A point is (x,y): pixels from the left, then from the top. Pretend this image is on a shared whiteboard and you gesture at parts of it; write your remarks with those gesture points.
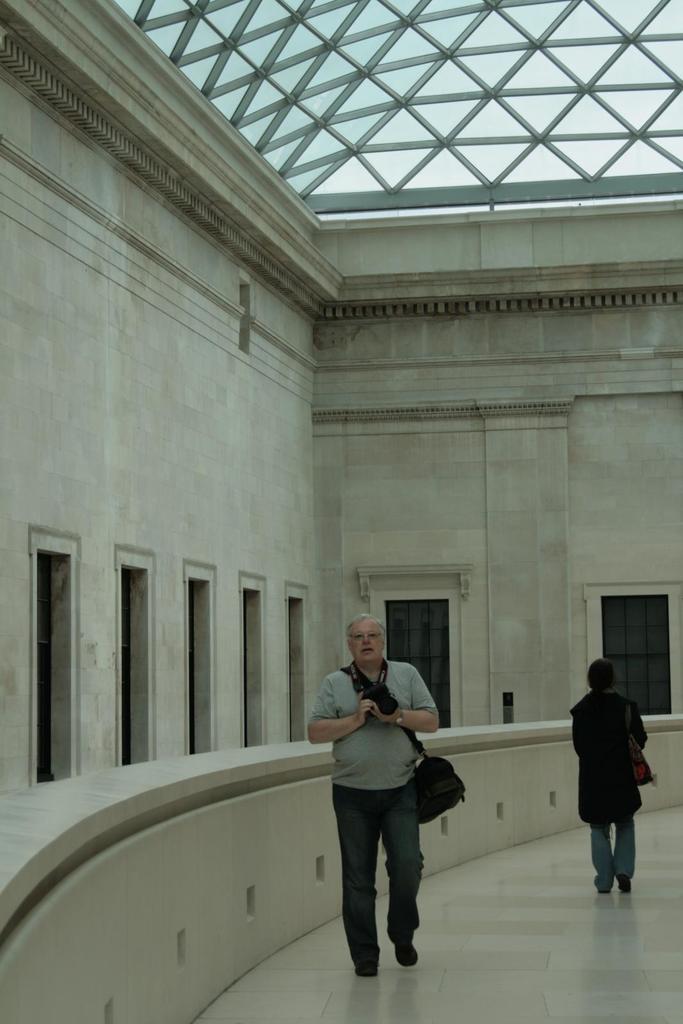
As we can see in the image there is a building (243,426), windows (135,580) and two persons (385,829) walking over here.
